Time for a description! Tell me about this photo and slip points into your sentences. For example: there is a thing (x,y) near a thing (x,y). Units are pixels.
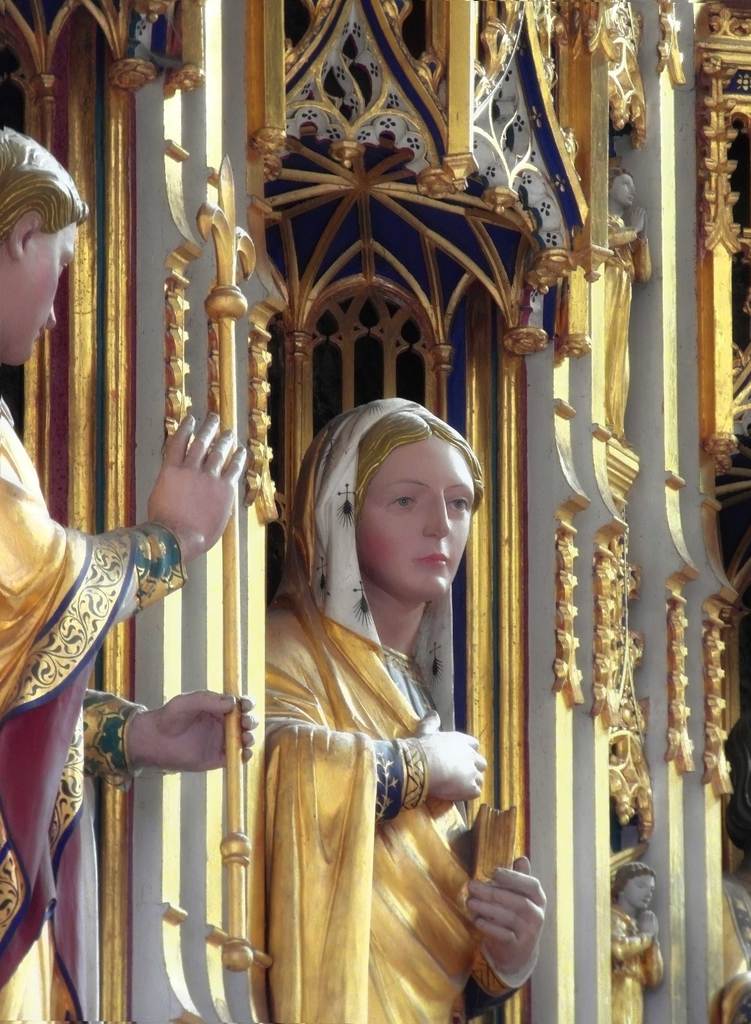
In this image there are few idols (418,715). Background (180,930) there is a wall (564,163) having sculptures (571,617). Left side (60,586) person idol (154,576) is holding a stick (232,327) in his hand (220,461).
